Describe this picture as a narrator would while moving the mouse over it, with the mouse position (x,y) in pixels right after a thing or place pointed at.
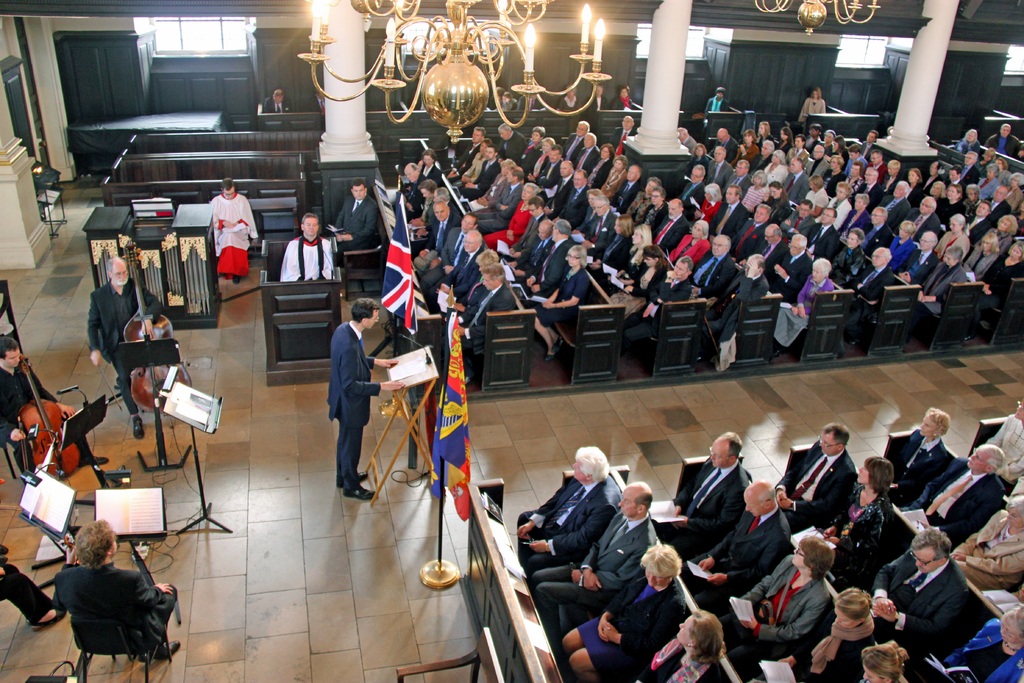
In this image we can see people (10,392) sitting and some of them are standing. There are podiums (273,307) and stands (170,468). We can see books (106,505) placed on the stands (197,428). There are musical instruments (145,405). In the center (459,438) we can see a flag (448,446). At the top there are chandeliers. In the background (185,33) there are windows (690,34) and pillars (367,70).
